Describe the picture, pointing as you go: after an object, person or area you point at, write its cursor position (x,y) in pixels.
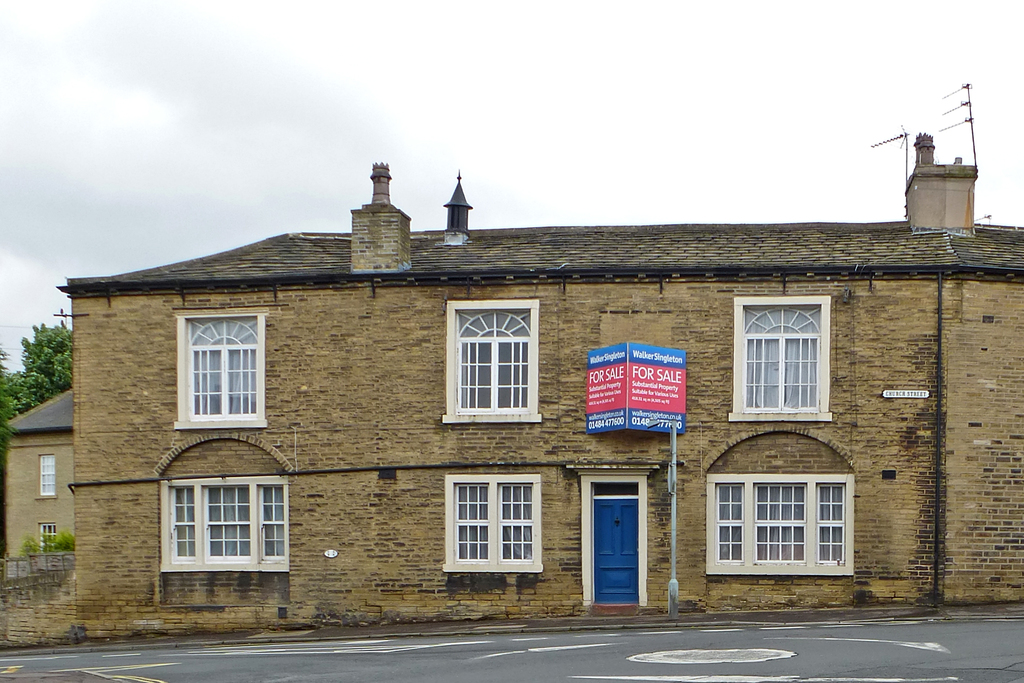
There is a road (505,654) at the bottom of this image (613,653) and there is a house (380,435) in the background (472,479) and the sky (707,100) is at the top of this image (597,96).
